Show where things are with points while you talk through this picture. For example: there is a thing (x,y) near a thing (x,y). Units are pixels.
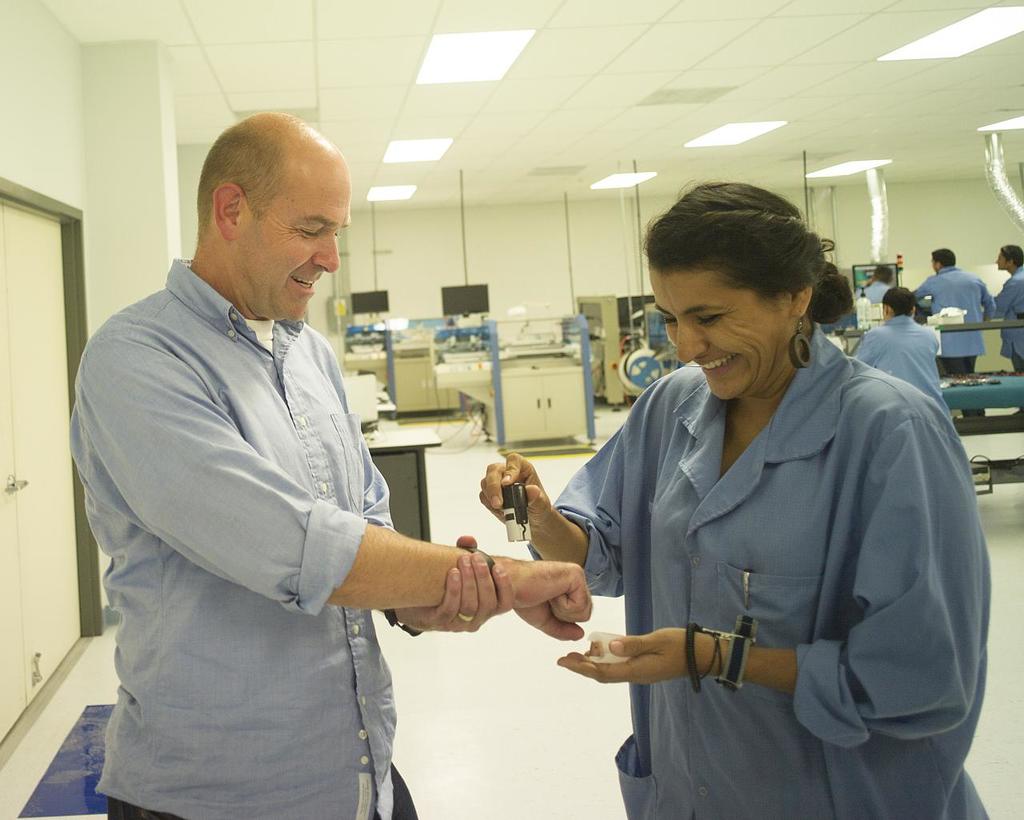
As we can see in the image there are few people (887,342) here and there, doormat (62,801), tables (997,385), lights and few electrical equipments (527,312).
